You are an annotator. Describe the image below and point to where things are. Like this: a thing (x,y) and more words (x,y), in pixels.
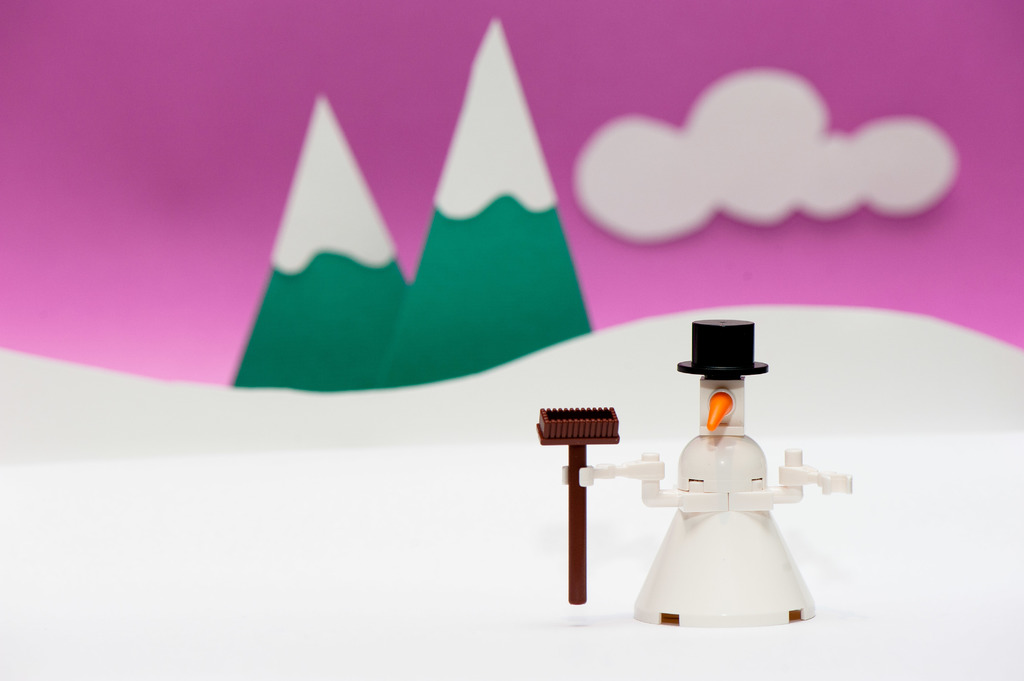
In this picture we can see a white toy (674,500) and paper mountains (437,266) and a cloud (635,198).
